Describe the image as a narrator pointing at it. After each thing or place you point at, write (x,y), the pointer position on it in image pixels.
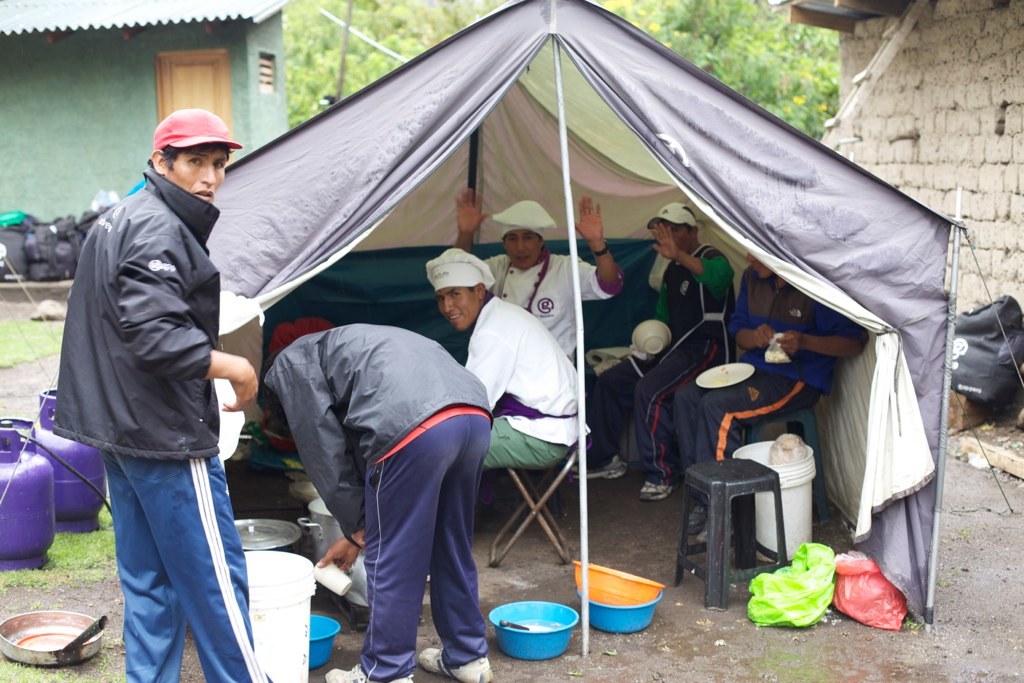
In this image there are few persons (494,326) sitting under a tent (620,300). Right side (775,291) there is a person (773,326) wearing blue shirt (795,328) is having plate (735,376) on his lap (738,401). He is holding a packet (773,347) in his hand (784,341). Beside him there is a person (702,318) sitting in chair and he is holding a bowl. Left side (151,224) there is a person (179,349) wearing a black jacket (183,251) is standing on the land (189,673). Before him there is a person (359,681) holding a cup (338,574) in his hand (340,559). There are two cylinders (40,534), tubs (604,623), vessels (262,525), stool (744,531), cover (797,571) are on the land (693,660). Behind the tent (437,167) there are few trees (706,5). Left side (17,149) there is a house (119,178). Before it there are few bags (30,265) on the floor (18,287). Right side (982,355) there is a brick wall (1007,19) having a bag (969,369) beside it.
